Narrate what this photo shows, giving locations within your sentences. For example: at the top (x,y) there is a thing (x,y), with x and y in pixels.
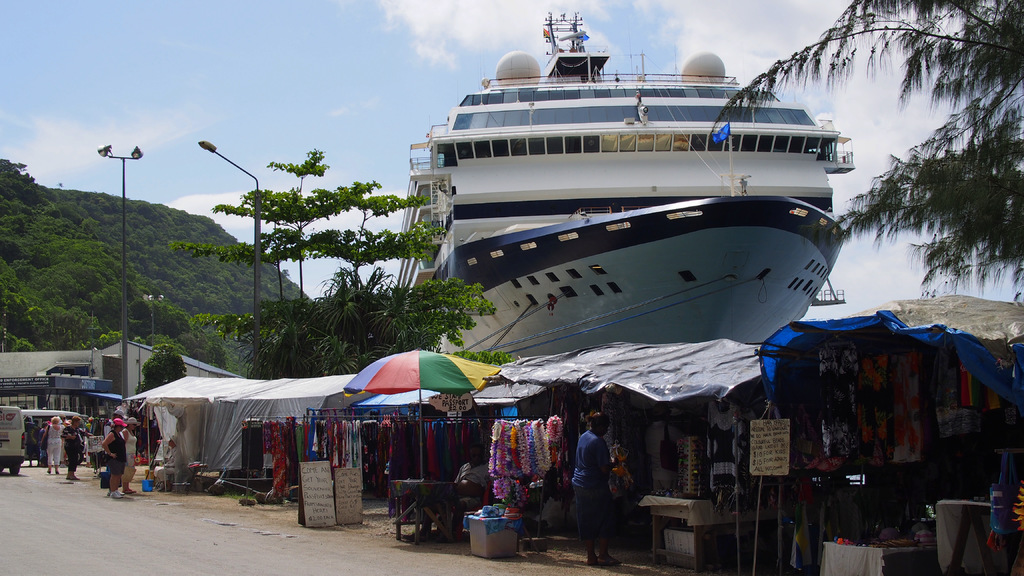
In this image, we can see some people (74,443), vehicles (5,432) and the ground (239,515) with some objects (253,479). We can also see some clothes (375,454) and stores (402,427). We can see some boards (776,473) with text (777,465). There are a few trees (176,258), poles (255,294). We can see the sky (348,69) with clouds (356,220). We can also see a ship (592,193).
